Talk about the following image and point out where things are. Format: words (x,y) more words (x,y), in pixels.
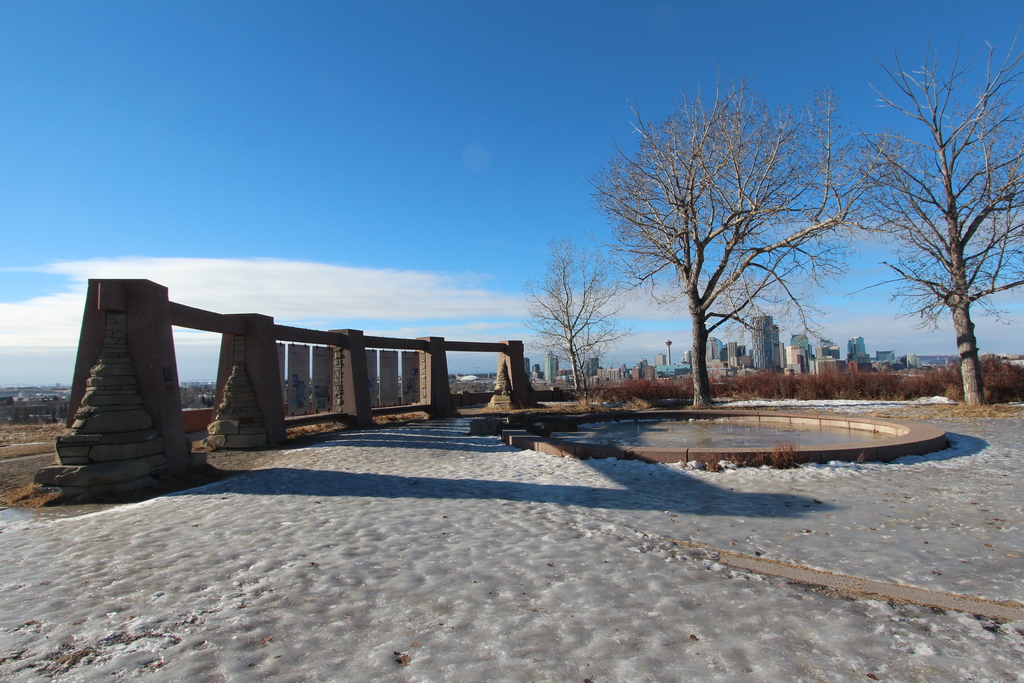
In this image I can see few pillars (254,382) and the rocks (83,451) to the side. To the right (840,392) I can see many trees (734,266) and the plants (816,393). In the back (768,338) there are many buildings (674,372) can be seen. I can also see the clouds (370,301) and the blue sky (470,149) in the back (580,159).
